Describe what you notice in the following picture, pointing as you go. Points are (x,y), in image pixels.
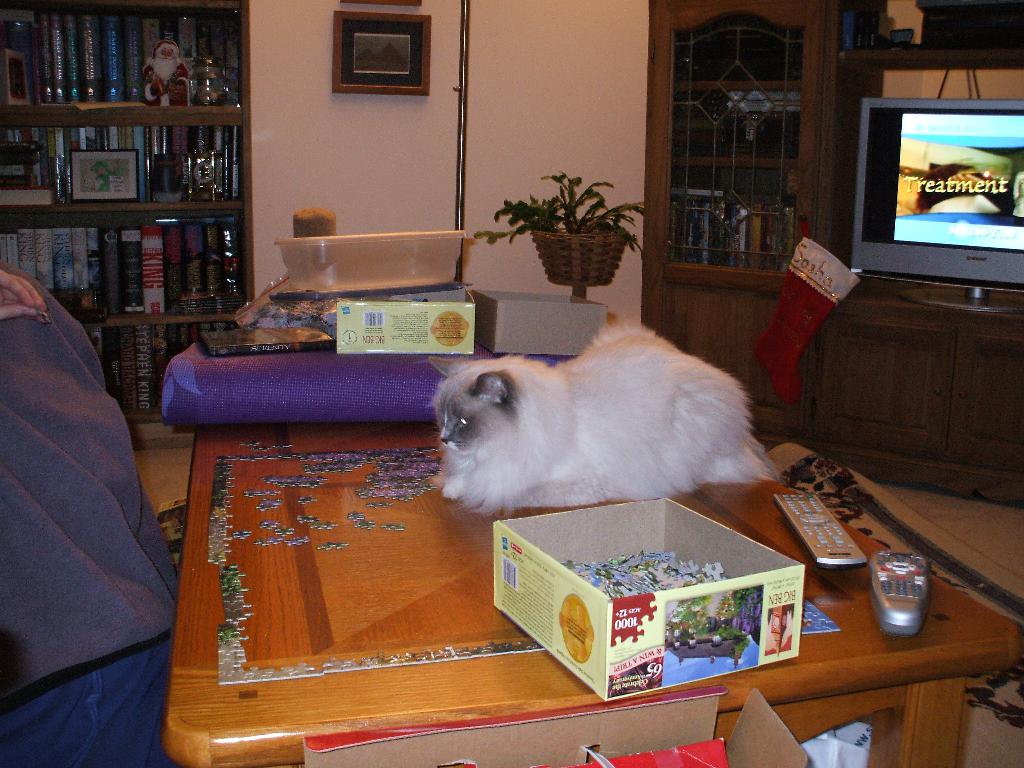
In this picture we can see an animal (538,492), boxes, remotes (881,570), jigsaw puzzles (365,456) on a table (255,703), cupboards (983,400), television (995,166) and a person (46,303) on the floor (911,483) and in the background (108,245) we can see books (127,50) in a rack (227,214), frame (398,25) on the wall (439,131).
